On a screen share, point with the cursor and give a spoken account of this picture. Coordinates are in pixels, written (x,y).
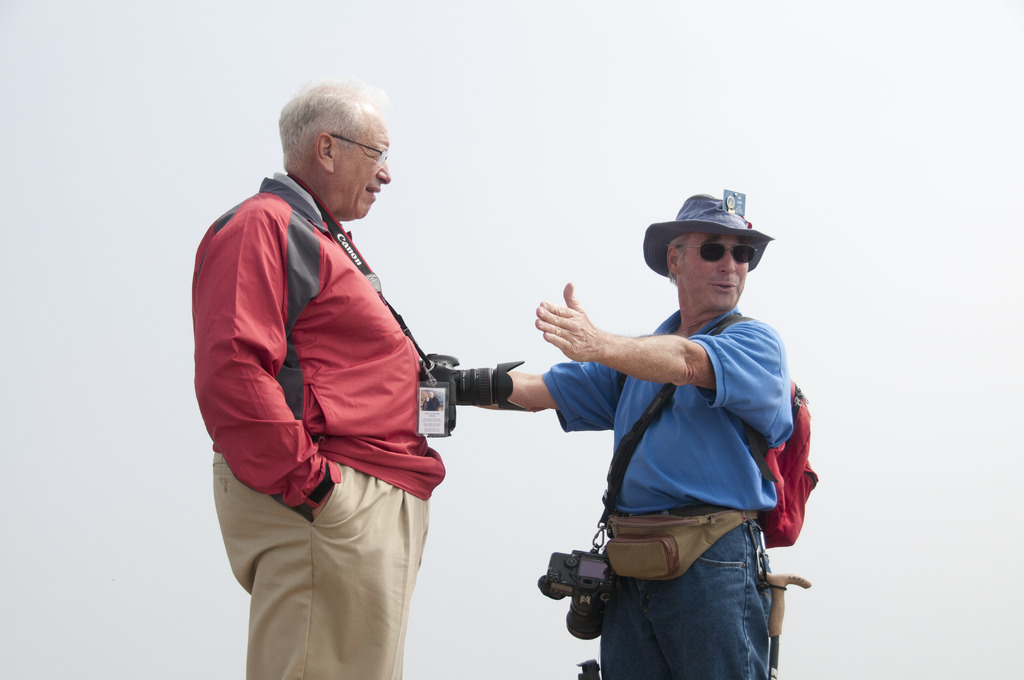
In this image we can see two men (402,335) standing wearing the cameras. In that a man (634,498) is wearing a bag (773,466), hat (718,235) and a walking stick (775,624). On the backside (505,287) we can see the sky (482,301) which looks cloudy.
